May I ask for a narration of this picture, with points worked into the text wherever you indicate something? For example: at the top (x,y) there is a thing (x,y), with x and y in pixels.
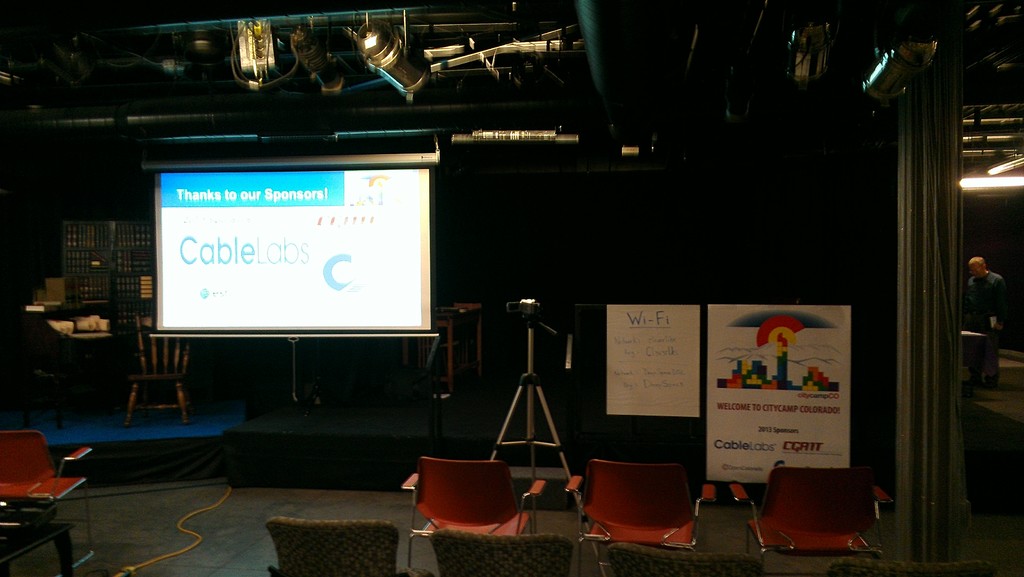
In this image I can see inside view of a shed (381,142), in the shed (793,139) I can see screen (274,269) and chairs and camera stand (532,322) and camera (529,302) and hoarding boards (632,400) visible in the middle (659,337) on the dais (317,441) and I can see chairs (56,494) kept on the floor (169,548) at the bottom (703,533), on the right side (1013,185) I can see a person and a light (1001,182) visible.
